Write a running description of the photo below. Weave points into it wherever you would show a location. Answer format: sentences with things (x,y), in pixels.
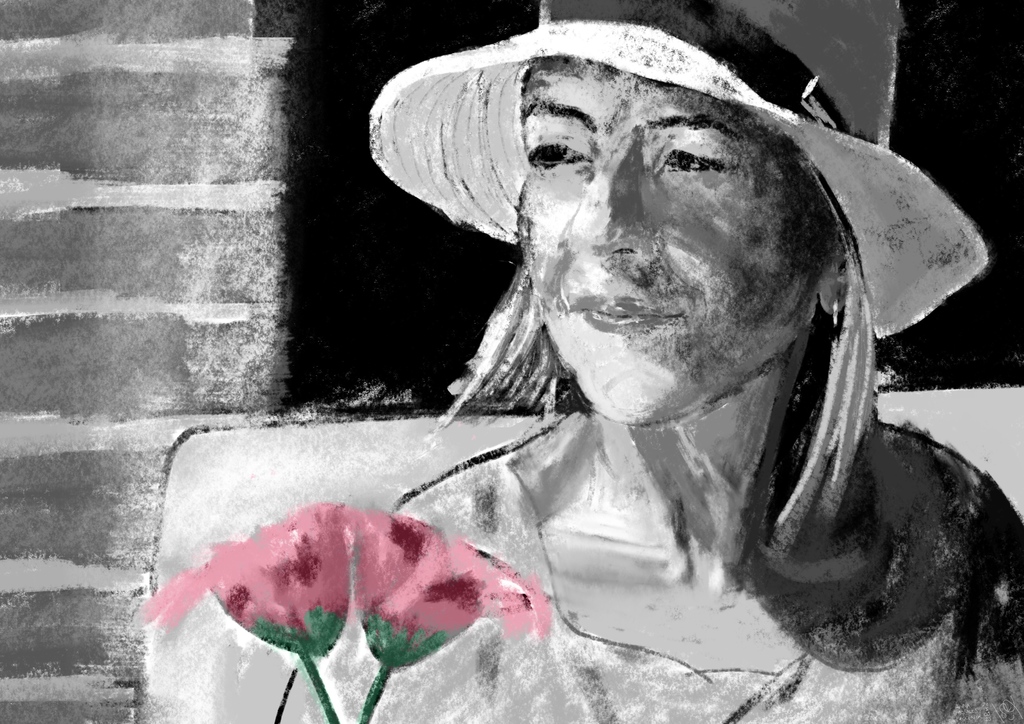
This image consists of a painting of a woman (622,623) and two flowers (334,607). The two flowers (376,593) are in pink colors and the remaining is in black and white colors.
